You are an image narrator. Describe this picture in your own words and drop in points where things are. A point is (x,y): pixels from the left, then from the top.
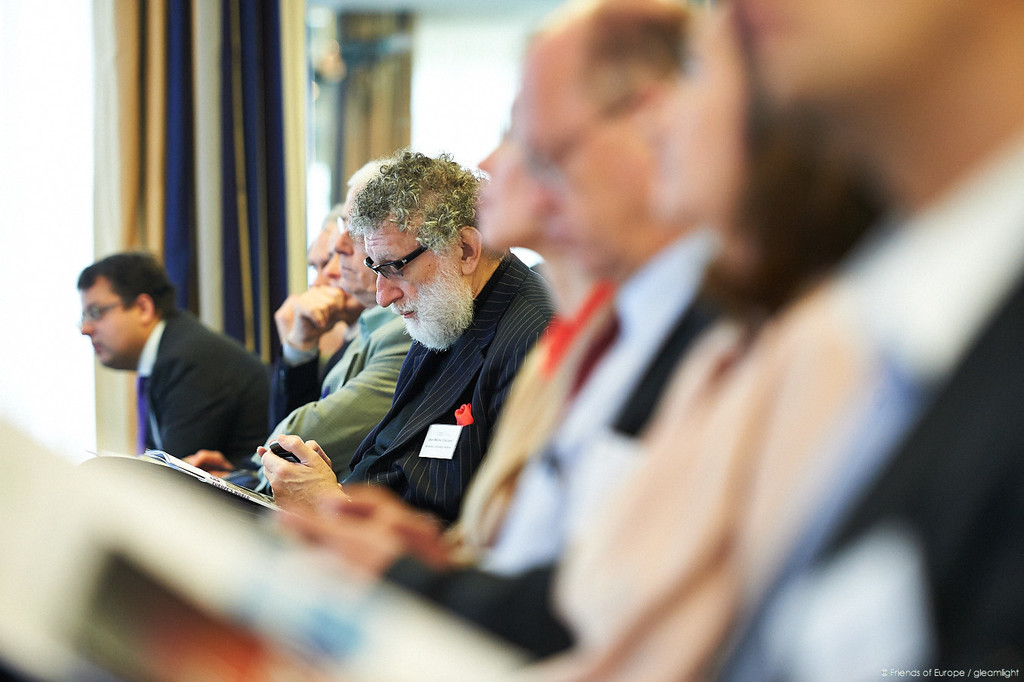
Bottom portion of the picture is blur and we can see watermark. Background (130,172) portion of the picture is blurry and we can see a curtain (119,160). In this picture we can see the men (931,537). Among them few wore spectacles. We can see a man (447,283) wearing a blazer (409,440), holding an object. In this picture papers (209,474) are visible.
